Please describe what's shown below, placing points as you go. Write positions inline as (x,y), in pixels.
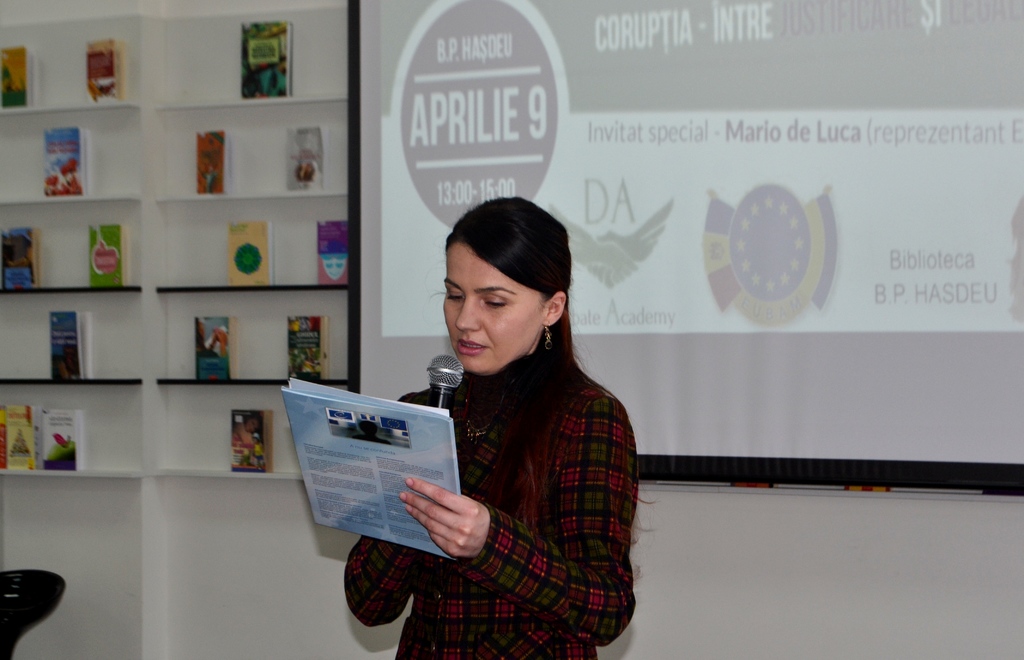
In this there is a person (483,539) holding a mike (446,383) and reading, there are shelves (175,361), there are books (33,428) in the shelves (118,205), there is a screen (712,172) behind the person (433,527), there is a white wall (820,583).
